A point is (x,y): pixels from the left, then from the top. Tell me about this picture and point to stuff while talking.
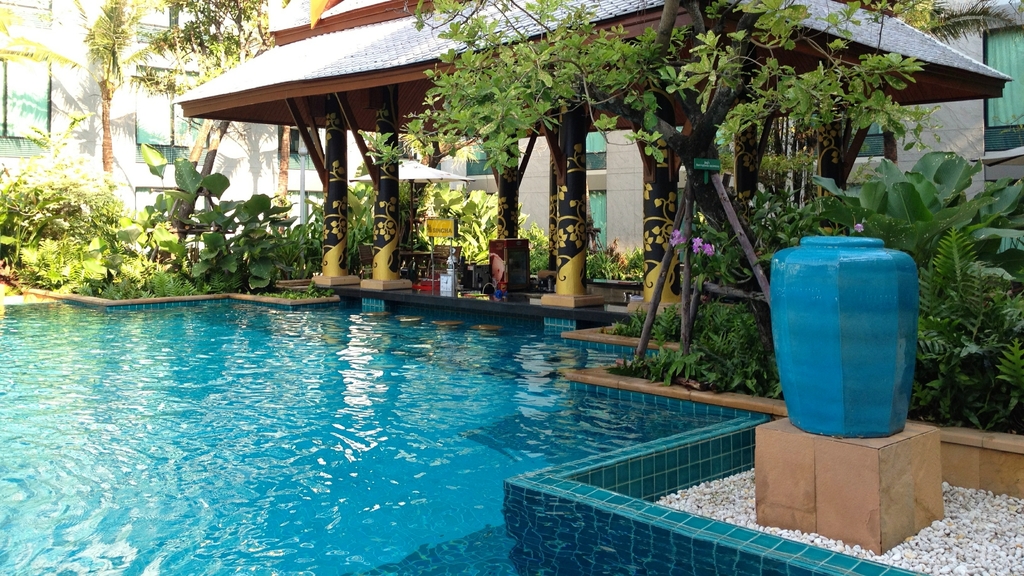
In this image I can see the water (279,397), background (33,110) I can see few plants (976,329) and trees (20,43) in green color and I can also see few pillars (580,241) and the building (128,147) is in white color and I can see few glass windows (32,95).
